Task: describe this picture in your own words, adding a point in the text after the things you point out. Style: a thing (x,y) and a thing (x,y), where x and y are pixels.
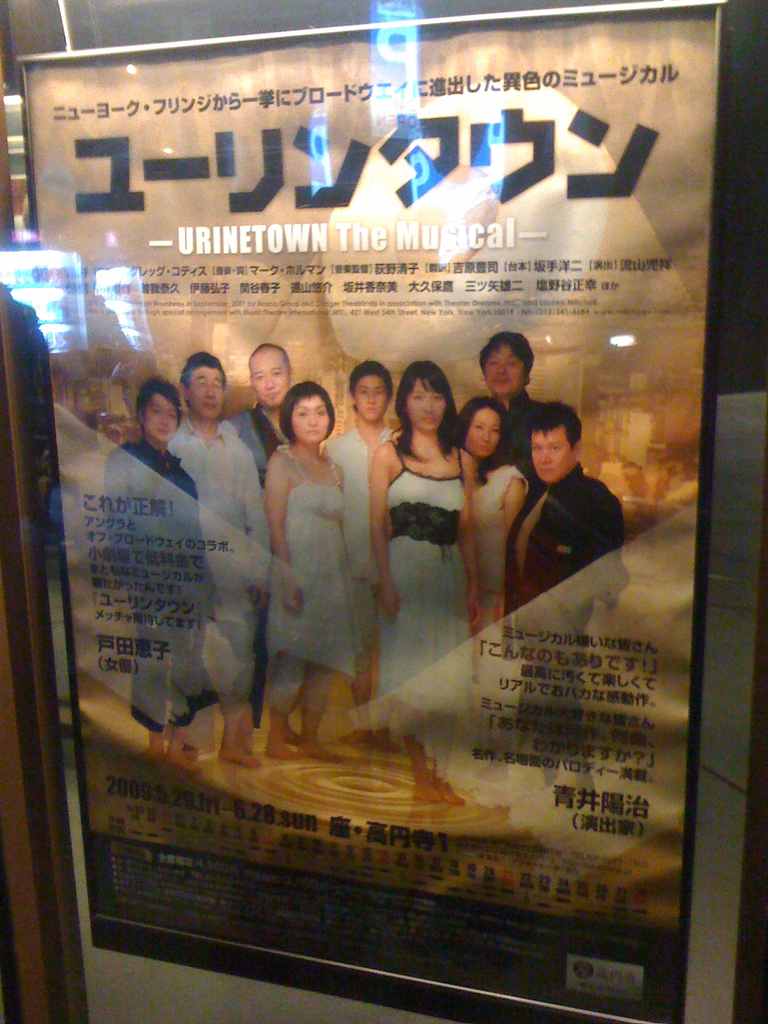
In this image we can see a frame (541,704) attached to the wall (699,812) and on the frame (425,375) we can see a text (422,201) and also few persons (387,510) standing.
